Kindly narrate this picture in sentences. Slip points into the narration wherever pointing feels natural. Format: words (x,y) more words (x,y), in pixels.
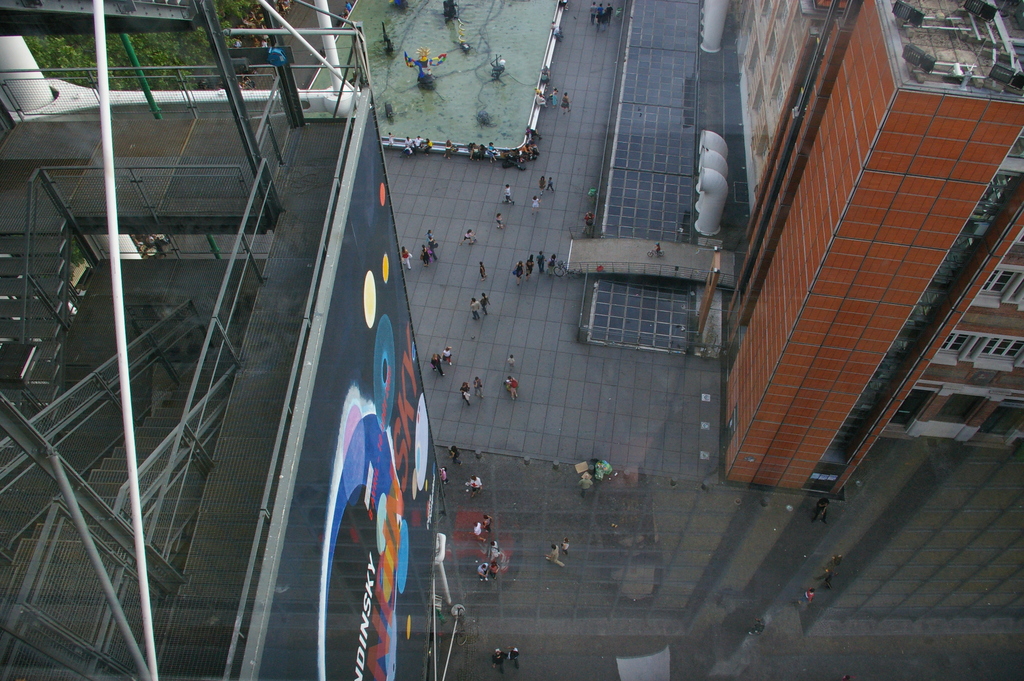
In this image I can see group of people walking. I can also see few buildings (904,271) in brown and cream color and I can also see few stairs (51,520) and the railing (97,535), background (93,48) I can see the trees (123,60) in green color.
